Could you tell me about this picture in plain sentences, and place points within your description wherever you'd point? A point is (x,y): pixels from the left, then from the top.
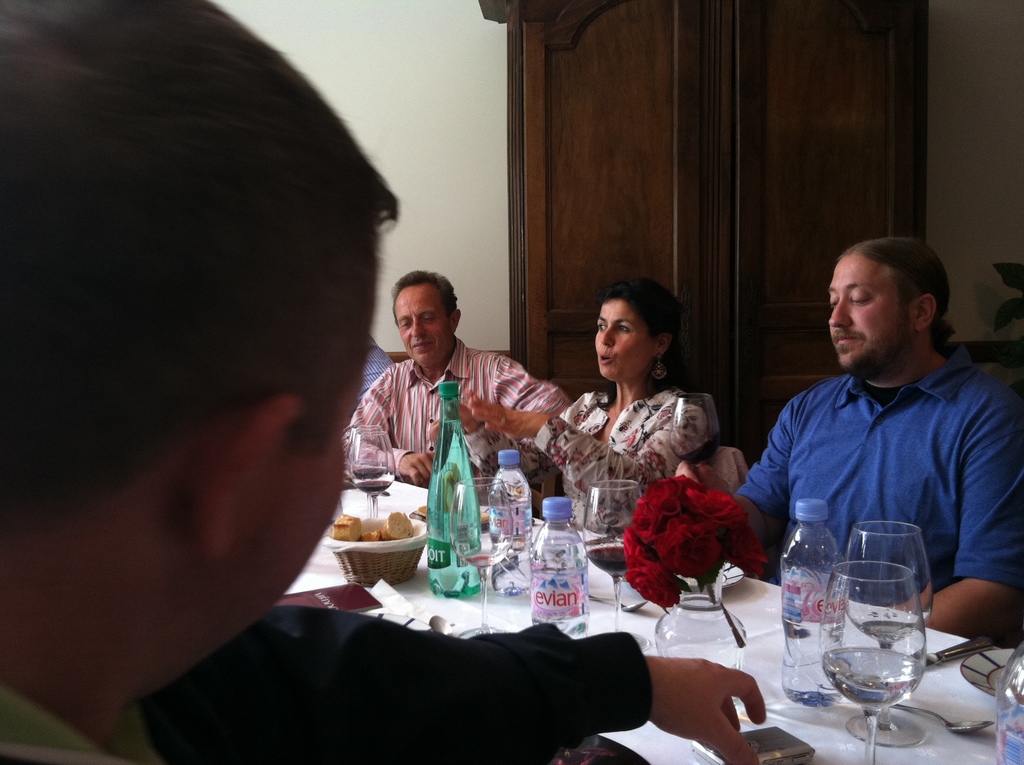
In this image there are group of people (516,436) who are sitting on a chair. In front of them there is one table (530,594) on that table (760,650) there are some glasses (875,613), bottles (796,618), flowers (710,551), basket (409,541) and some food (384,532) on it, and on that table (968,710) there are some spoons (970,723), plates (967,667) are there. And on the top of the image (423,67) there is one wall (394,62) and door (584,98) and on the right side (1010,267) in the middle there is one plant (1010,310).
